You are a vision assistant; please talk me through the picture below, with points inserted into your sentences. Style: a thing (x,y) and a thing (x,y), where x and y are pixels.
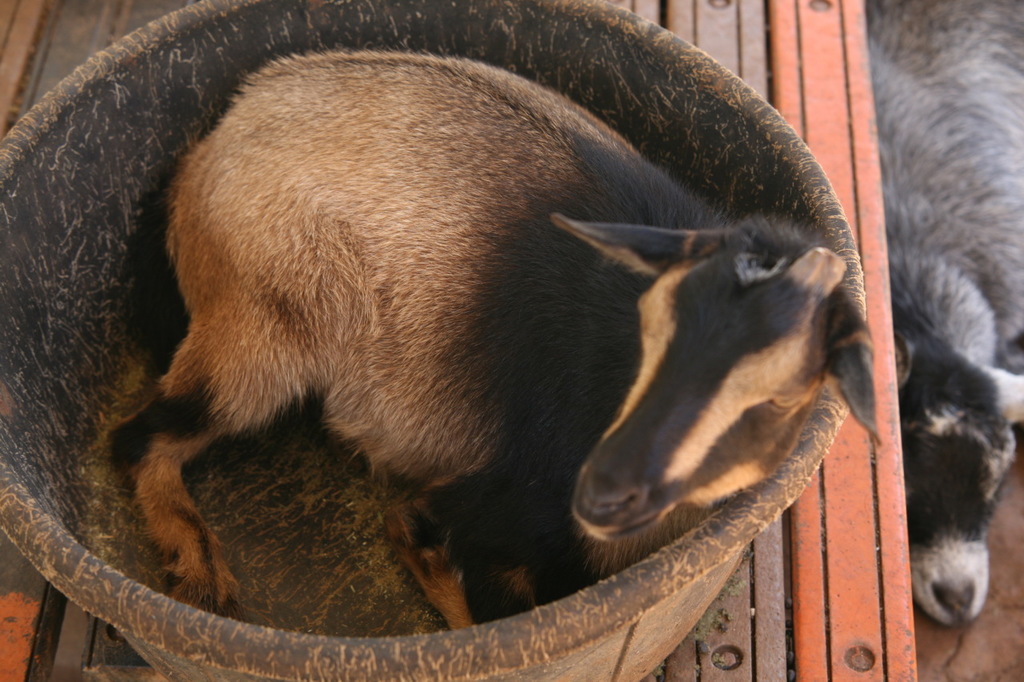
In this image we can see a goat (533,377) is sitting in the tub (59,571) which is placed on the surface (837,617). Here we can see another goat (980,321) on the floor (995,610).
